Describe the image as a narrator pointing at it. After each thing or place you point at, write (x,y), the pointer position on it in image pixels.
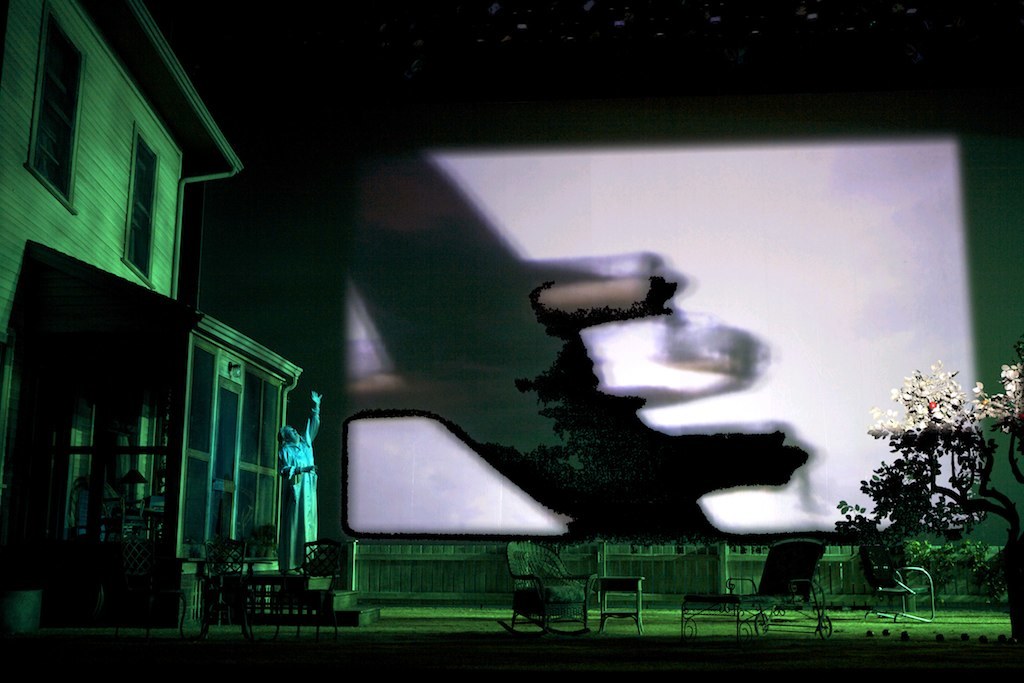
In this image we can see a building (235,353), chairs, tree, and a person (290,517). In the background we can see a screen (540,250).
